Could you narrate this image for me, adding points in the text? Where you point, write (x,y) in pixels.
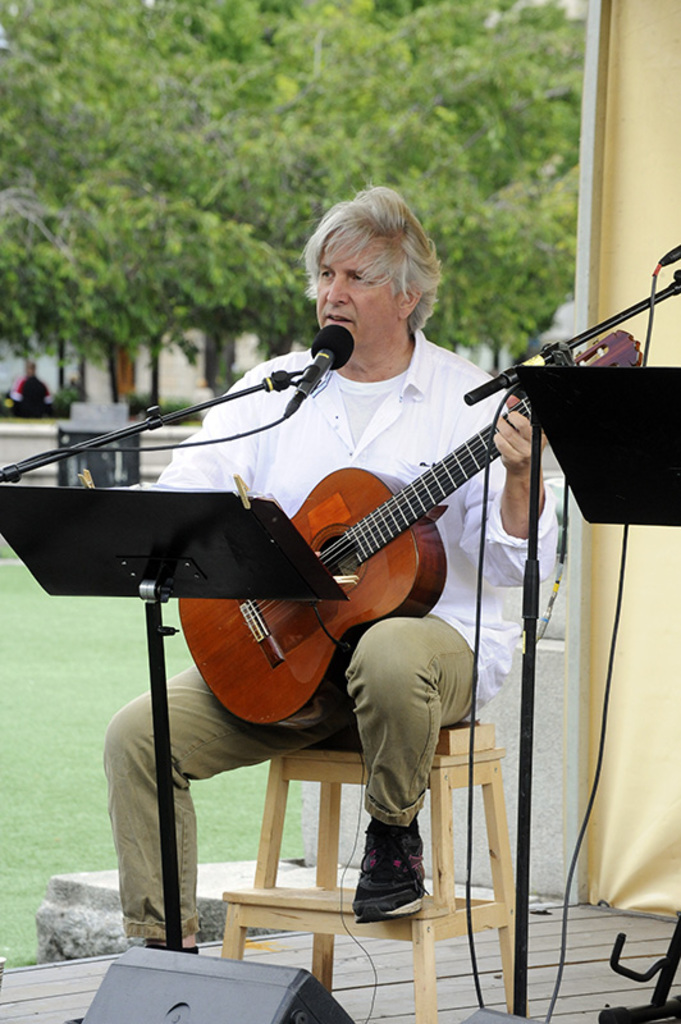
In this picture there is a man (412,639) sitting on a chair (447,806) and playing a guitar (270,614). He is wearing a white shirt (326,421), cream trousers (175,733) and black shoes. Besides him there is a stand (605,456) and a mike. In the background (418,80) there is a tree (162,139).
